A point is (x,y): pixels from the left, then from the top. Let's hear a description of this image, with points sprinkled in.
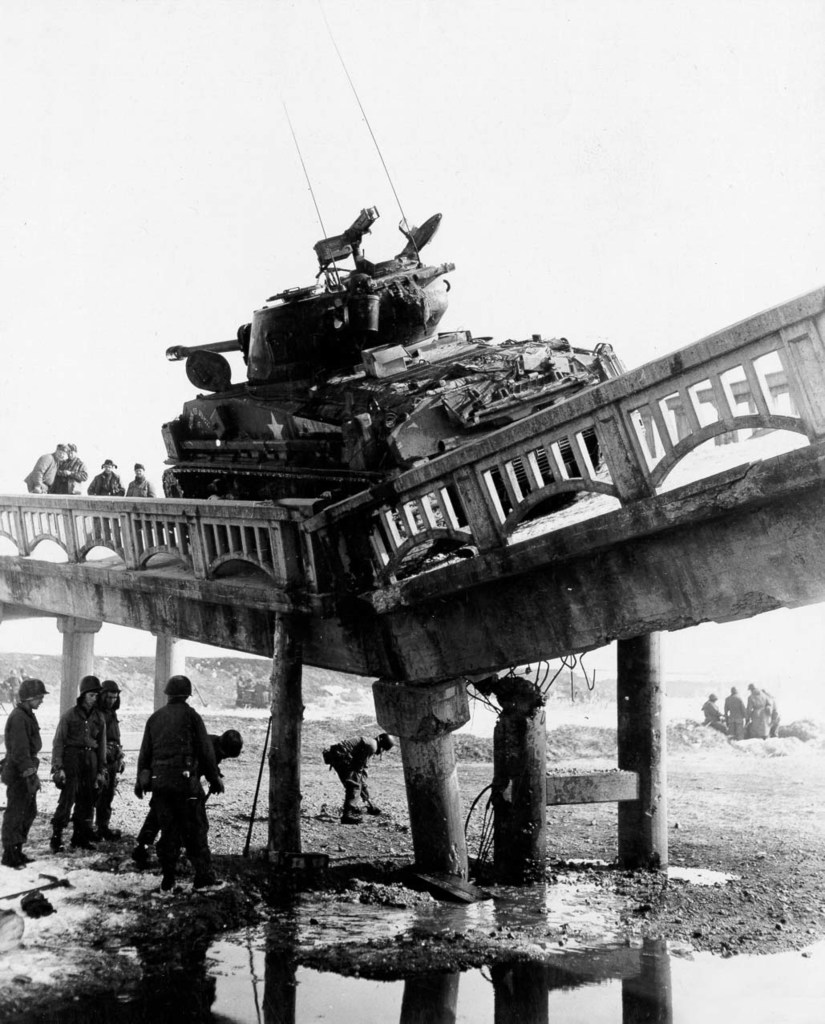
In this image I can see group of people (193,718) standing and I can also see few pillars (410,704). Background I can see the bridge (425,558) and I can see some object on the bridge (598,575) and the image is in black and white.
